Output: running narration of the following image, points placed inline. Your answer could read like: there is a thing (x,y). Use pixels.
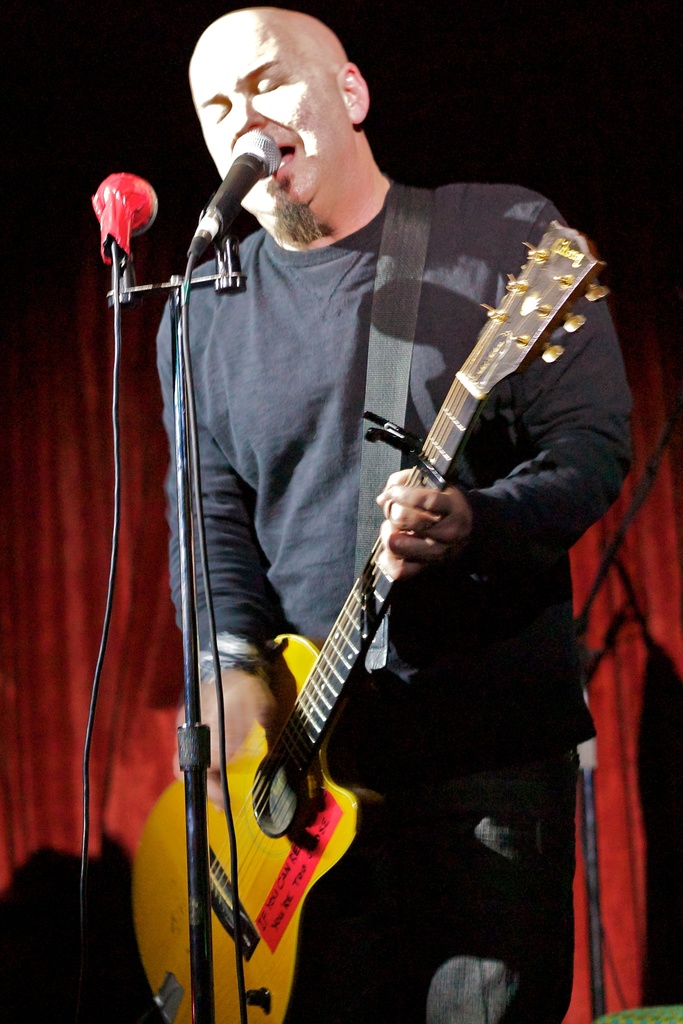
In this image I see a man (339,348) who is holding a guitar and is in front of a mic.
